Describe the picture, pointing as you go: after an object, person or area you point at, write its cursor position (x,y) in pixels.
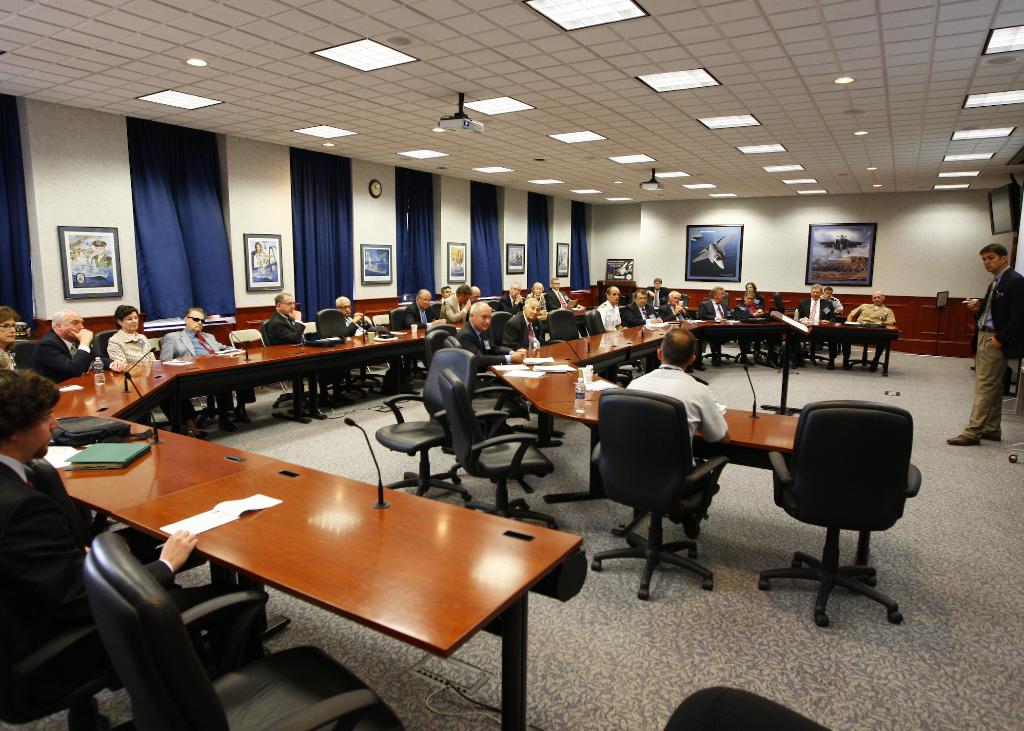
At the top (604,127) we can see ceiling (505,121) and lights (483,105) and a projector device (463,126). We can see frames (98,258) over a wall (442,263). These are curtains (426,256). Here we can see all the persons (468,294) sitting on chairs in front of a table (185,501) and on the table (148,482) we can see bag (89,432), books (100,452), papers (235,508), bottles (102,375), mike's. At the right side of the picture (1004,271) we can see one man (976,371) standing.
